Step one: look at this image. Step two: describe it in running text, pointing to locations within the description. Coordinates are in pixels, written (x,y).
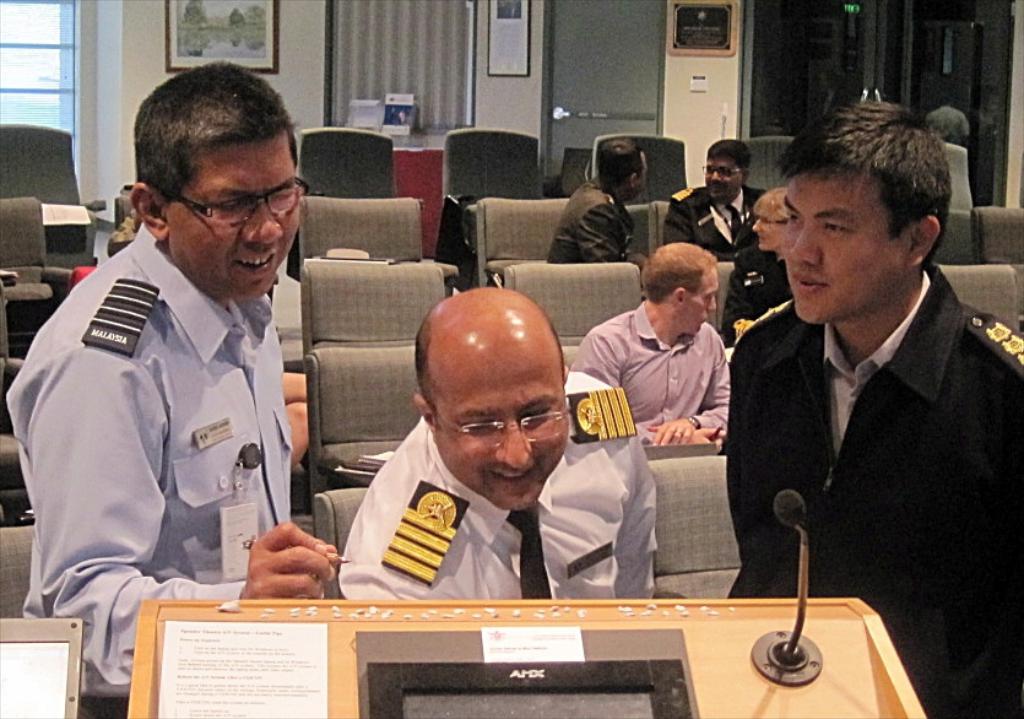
In this image I can see where a man (595,519) wore white color uniform (589,519) and smiling. On the right side (816,311) a man (910,439) is standing, he wore black color uniform (975,450). In the middle (497,265) there are chairs (572,263). Few people (735,217) are sitting on them.
